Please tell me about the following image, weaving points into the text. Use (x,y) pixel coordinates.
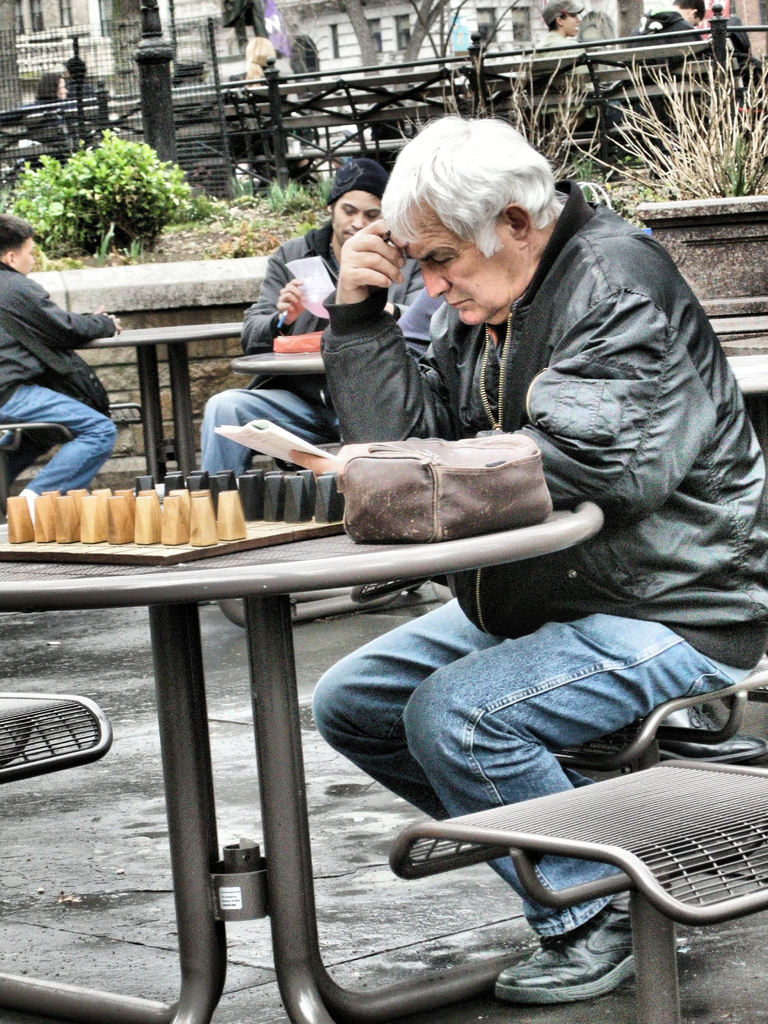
In this picture a guy (495,261) is sitting on the table (539,521) and reading a book (256,445) and on the table (294,570) there are many small objects (180,518) placed which are in black and brown color. There is a black fence (72,129) in the background (655,36) and few plants (220,208).
